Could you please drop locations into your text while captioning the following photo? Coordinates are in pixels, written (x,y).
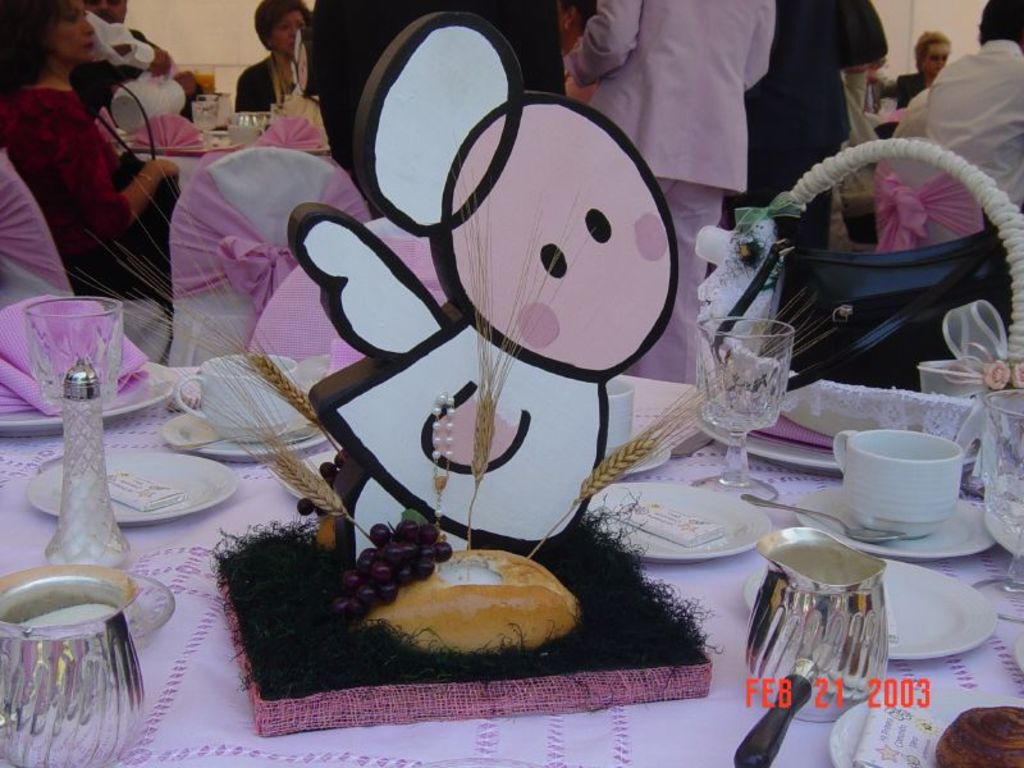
It looks like a party there is a pink color table (711,462), there are some glasses (703,395), plates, cups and saucers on the table (230,644), behind the table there is another table (235,116), some people (71,56) having the food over there, in the background (217,29) its a cream color wall (205,31).
